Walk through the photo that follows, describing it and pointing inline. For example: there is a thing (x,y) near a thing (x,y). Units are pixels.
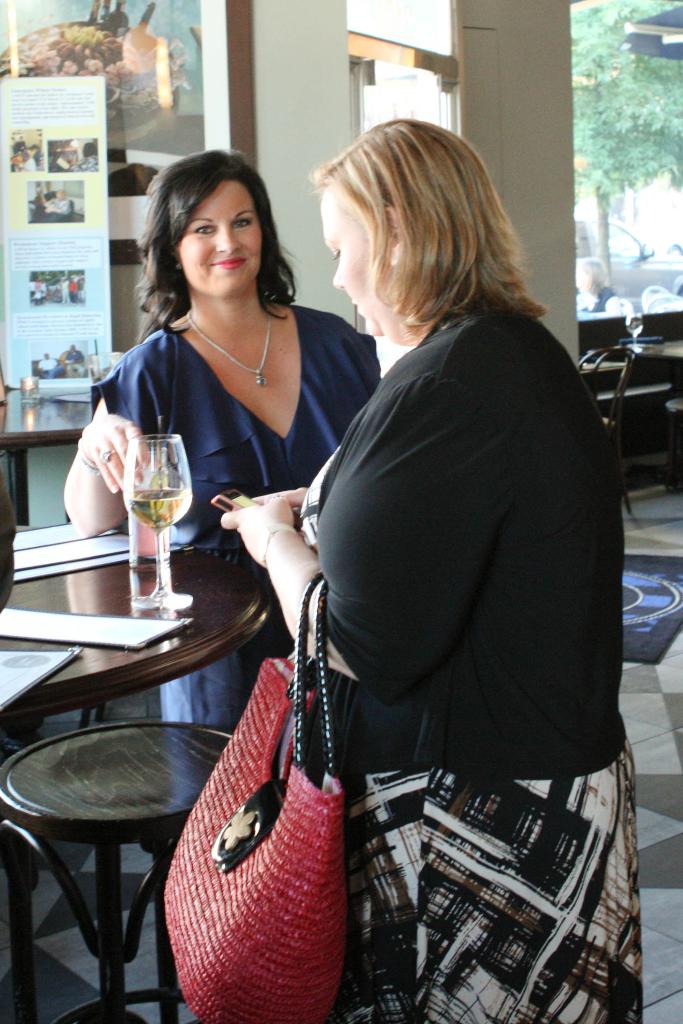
A lady (500,467) with black jacket (438,569) and red bag (290,787) is standing and holding a mobile (242,505) in her hand (246,511). In front of her there is a lady (302,397) with blue dress (247,453) and a glass (162,544) near her hand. In front of them there is a table (200,608). On the table (70,598) there are some papers (34,651) and glasses (158,511). In background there are some glasses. To the wall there is a frame (140,54). And on the top (466,91) there is a wall (472,101).
